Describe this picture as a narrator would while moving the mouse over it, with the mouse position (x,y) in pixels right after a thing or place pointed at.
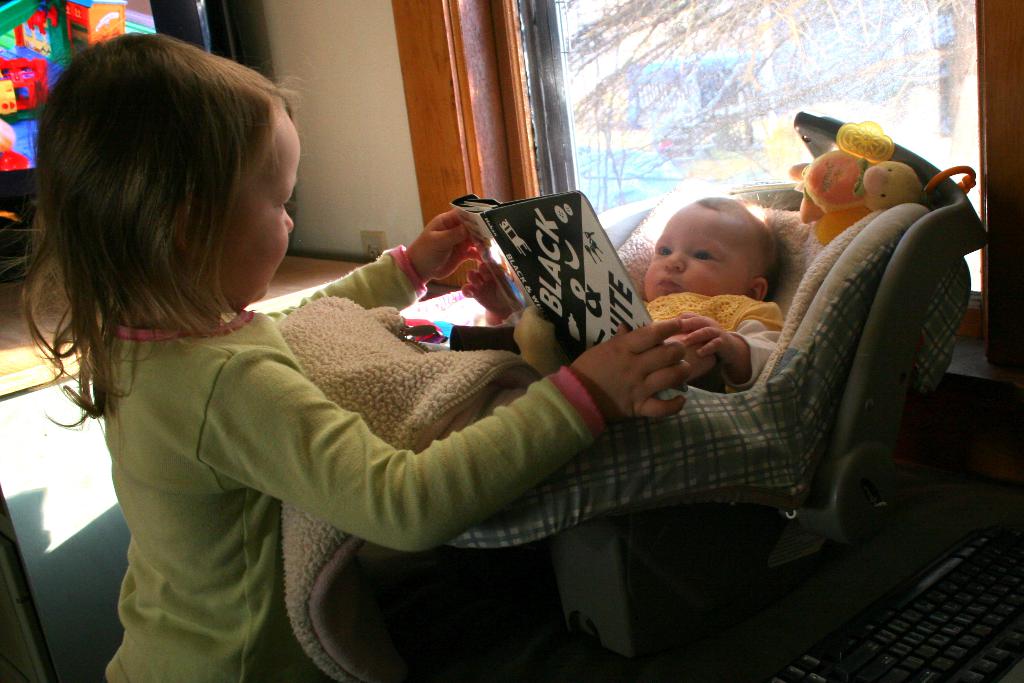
In this image, we can see a baby (760,288) is lying on the infant seat (823,356). Here we can see cloth (403,388) and toys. On the left side of the image (219,501), we can see kid (302,376) is holding a book (554,289). In the background (522,149), we can see glass windows (651,120), wooden objects (470,122), wall (366,146), screen (133,26) and desk (56,451). On the right side (1006,570) bottom corner, there is a keyboard (948,644). Through the glass (653,157), we can see trees (722,88).
